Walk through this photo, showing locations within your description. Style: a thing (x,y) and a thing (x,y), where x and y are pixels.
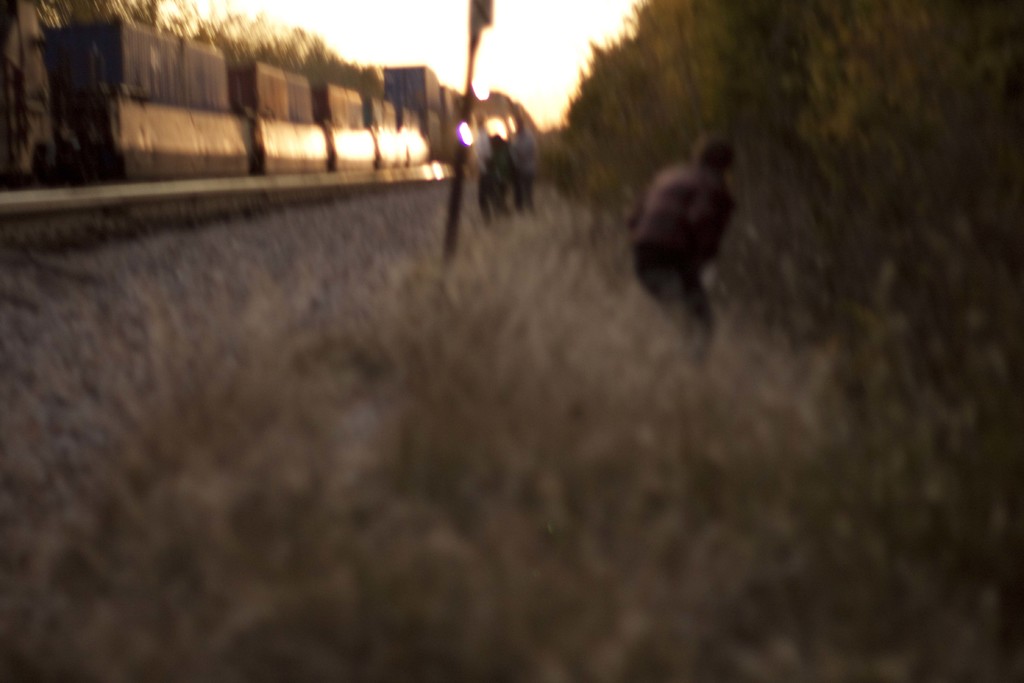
At the bottom (753,610) we can see the grass (920,559). In the background (489,191) there are few persons (517,174) standing on the ground (380,253), pole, train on a railway track (303,183). On the left (300,50) and right side (787,123) we can see the trees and this is the sky (488,58).
